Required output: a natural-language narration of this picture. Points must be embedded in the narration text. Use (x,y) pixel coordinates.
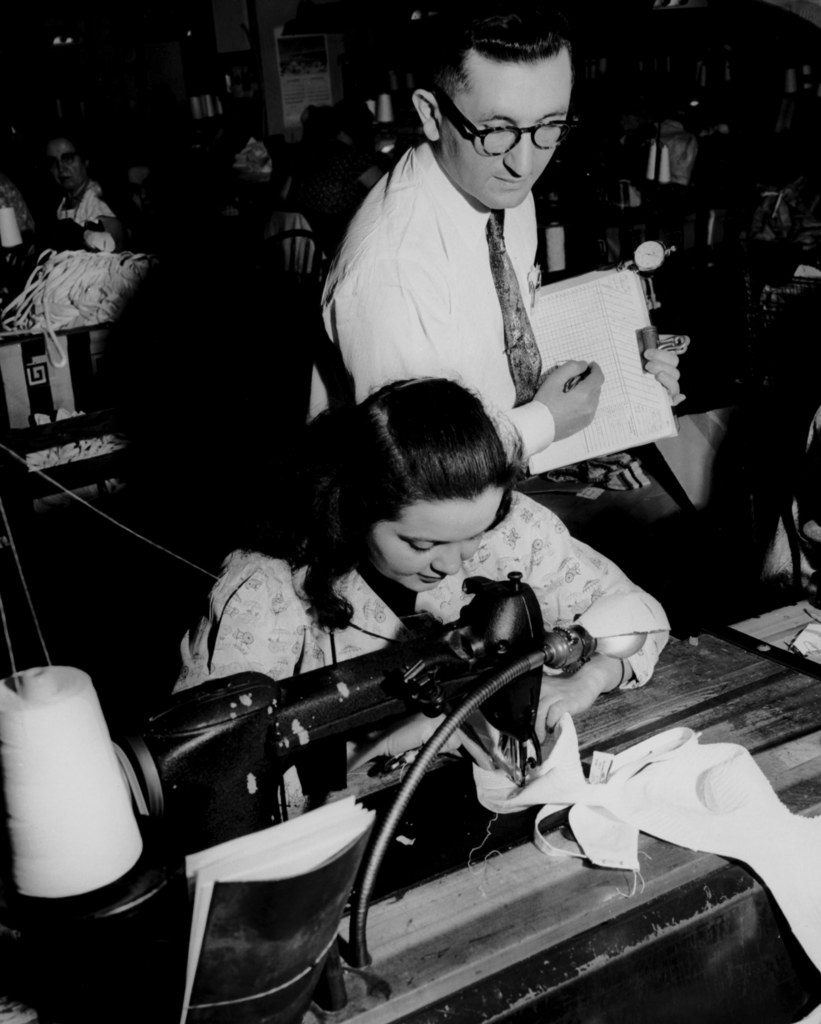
In this image I can see two persons (417,405). I can see a sewing machine (440,712). In the background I can see few persons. The image is in black and white color.
